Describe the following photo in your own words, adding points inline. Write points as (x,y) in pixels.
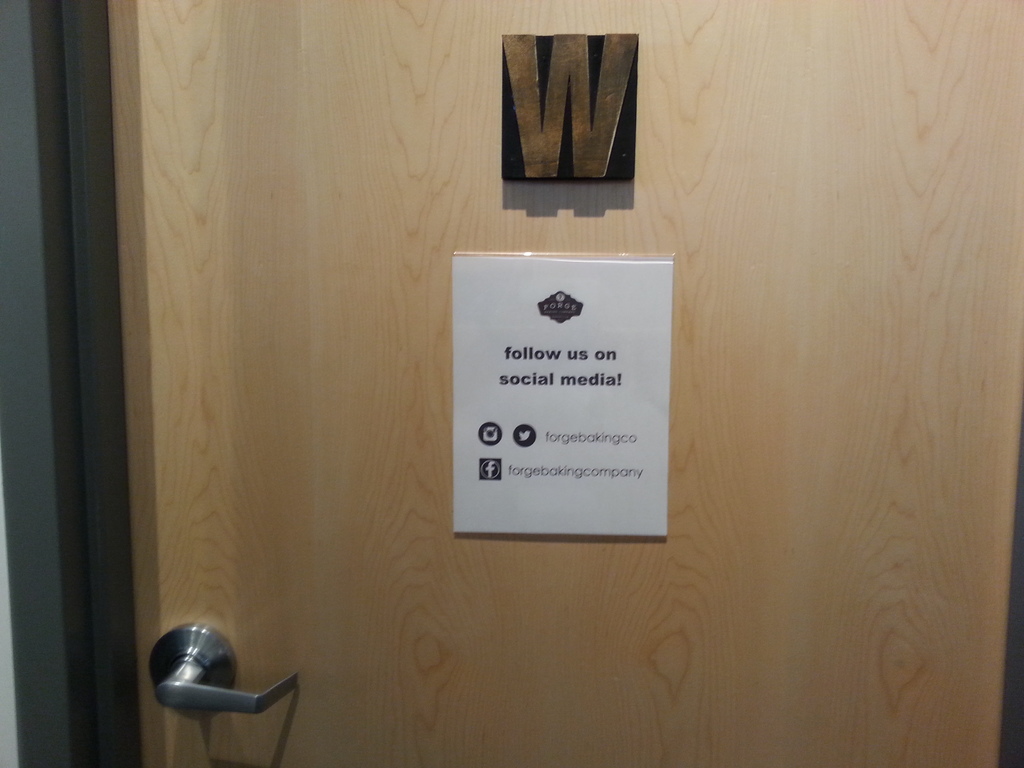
In this image there is a door (480,61) to the wall (8,716). Door (169,533) is having handle (194,659). Middle of image (618,324) a poster (561,479) is attached to the door (584,607). Top of it there is a board (577,134) attached to the door (555,197).
